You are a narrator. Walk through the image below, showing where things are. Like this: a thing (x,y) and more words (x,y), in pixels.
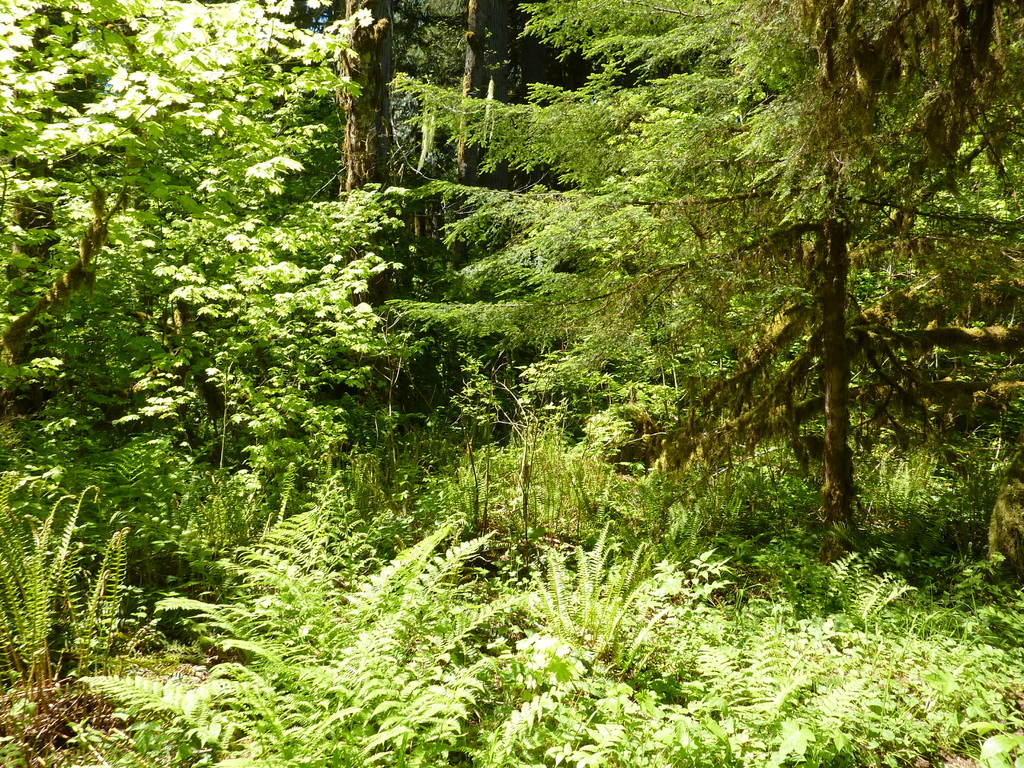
In this image I can see plants (537,474) and number of trees (507,247).
